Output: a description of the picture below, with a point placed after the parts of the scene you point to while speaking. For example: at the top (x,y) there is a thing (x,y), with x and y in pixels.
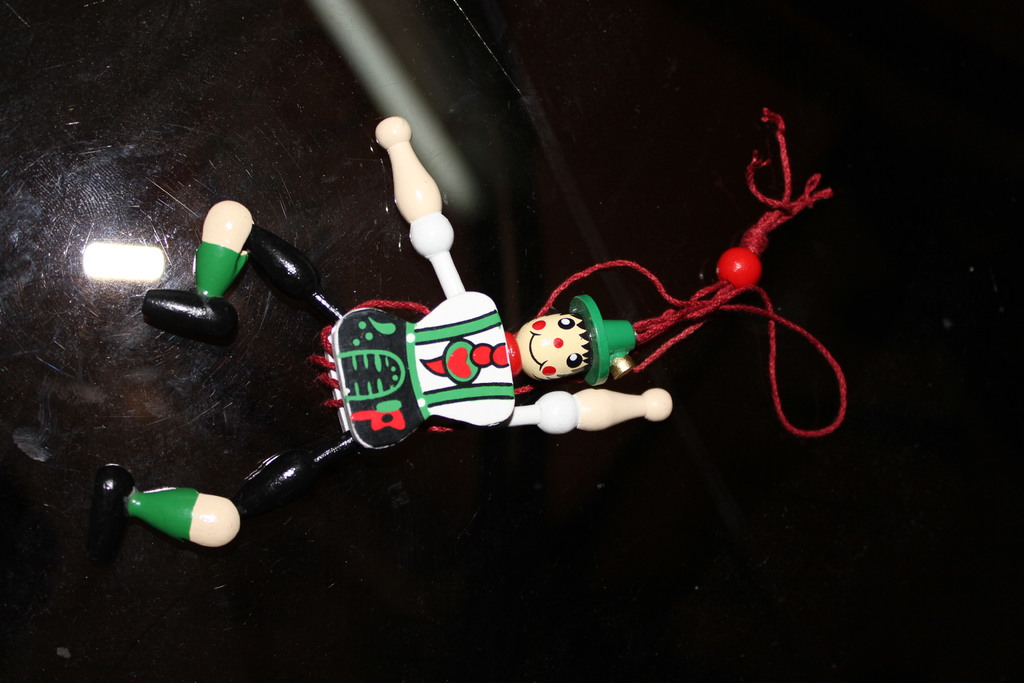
In this image I can see a doll (359,425). There is some thread (760,238). The background (240,448) is black in color.
